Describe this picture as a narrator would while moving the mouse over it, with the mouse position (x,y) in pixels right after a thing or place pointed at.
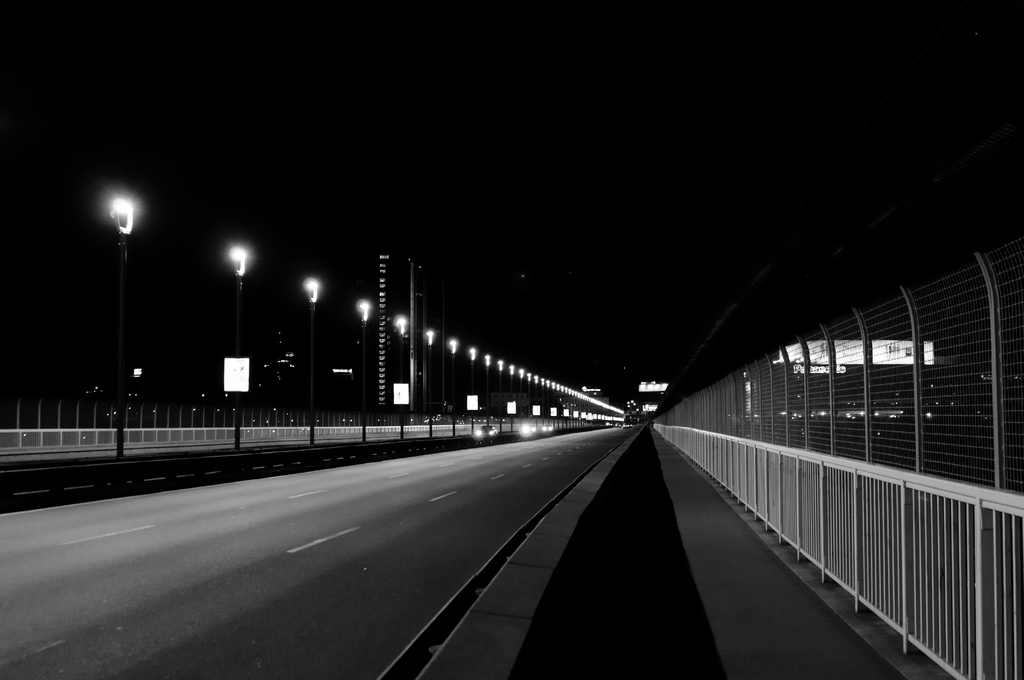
This is the picture of a road (427,507). On the right side of the image (766,500) there is a railing (921,639) and fence (775,398) on the footpath (888,649). In the middle of the image (576,417) there are street lights (489,370) and there are boards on the pole (511,384). On the left side of the image (207,414) there is a railing (2,436) and fence (174,412) on the footpath (63,451). At the top (425,92) there is sky (374,153). At the bottom (376,637) there is a road (359,571).
